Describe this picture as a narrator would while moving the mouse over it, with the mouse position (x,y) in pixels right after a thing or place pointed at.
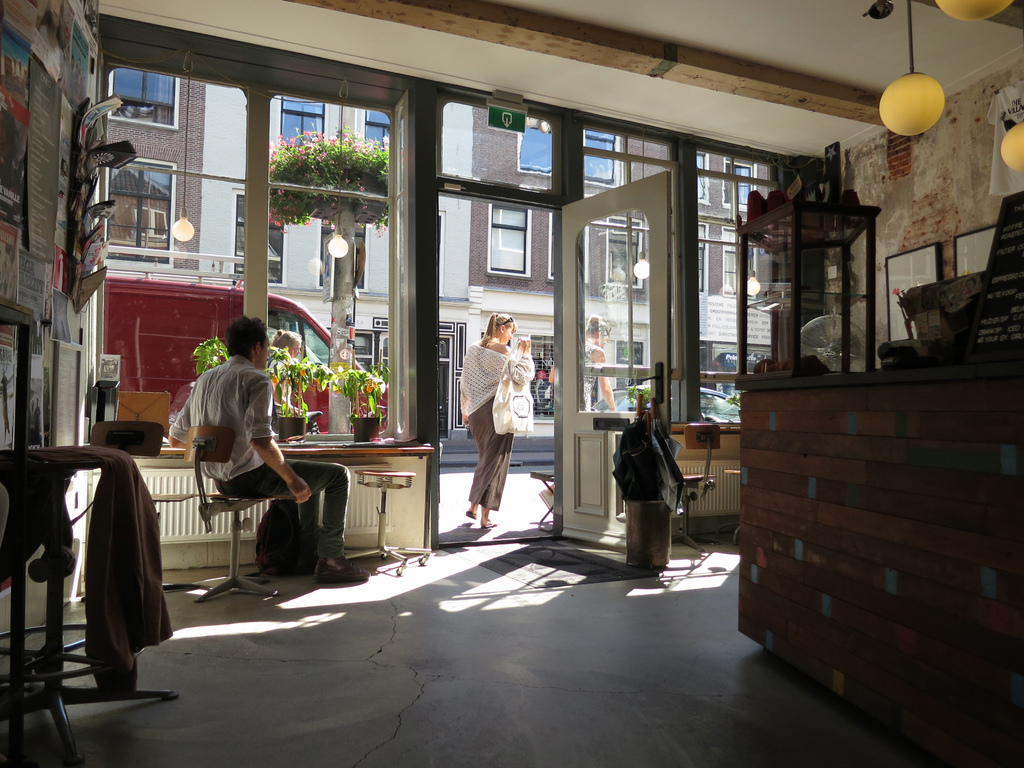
In the given image we can see there are four person (497,372). This is a room (704,120) man (246,430) is sitting on a chair (221,505). This is a light bulb (918,118). The three (468,349) of them are standing out of the house (507,193). This is a building (482,159) and a plant (281,209).
